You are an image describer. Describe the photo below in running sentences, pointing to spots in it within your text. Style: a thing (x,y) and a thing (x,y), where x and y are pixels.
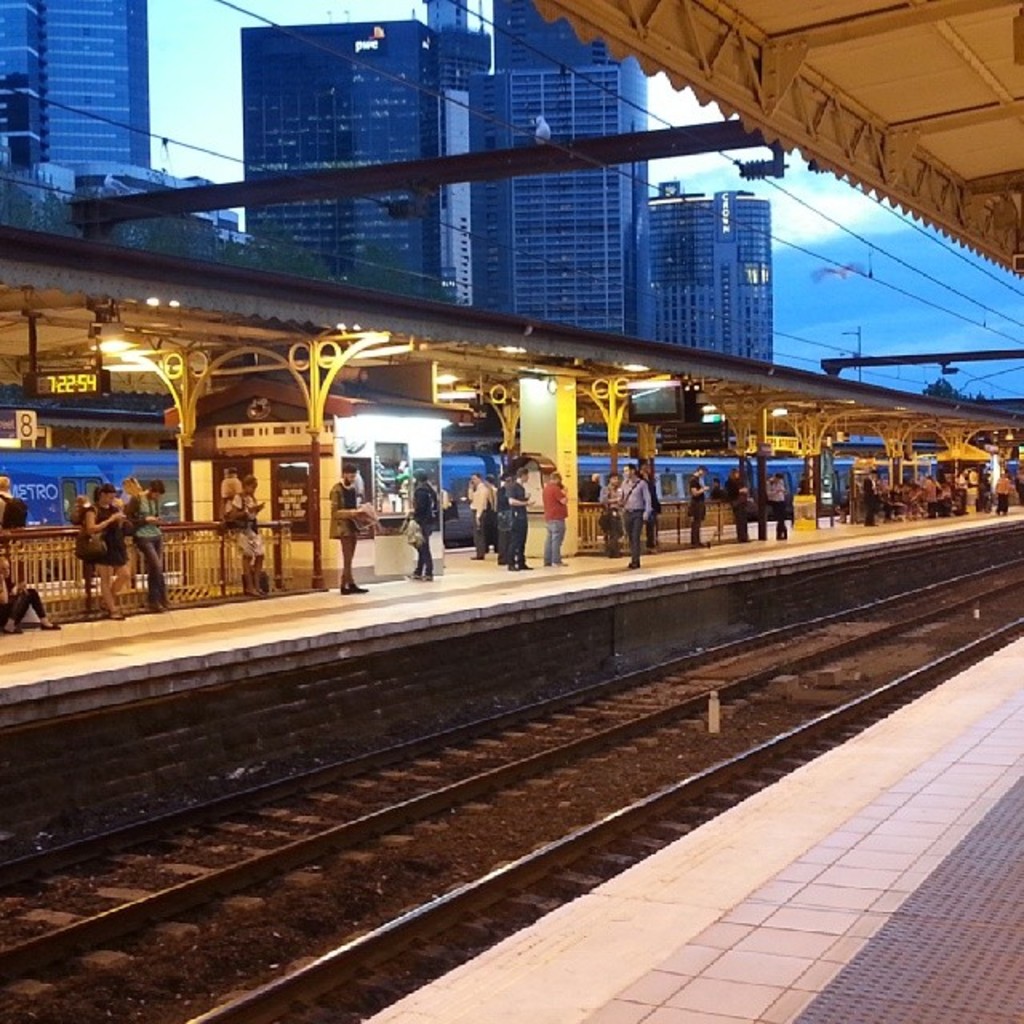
This picture describes about group of people (513,502), few are seated and few are standing, in this we can find few tracks (478,745), buildings (541,198), cables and lights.
